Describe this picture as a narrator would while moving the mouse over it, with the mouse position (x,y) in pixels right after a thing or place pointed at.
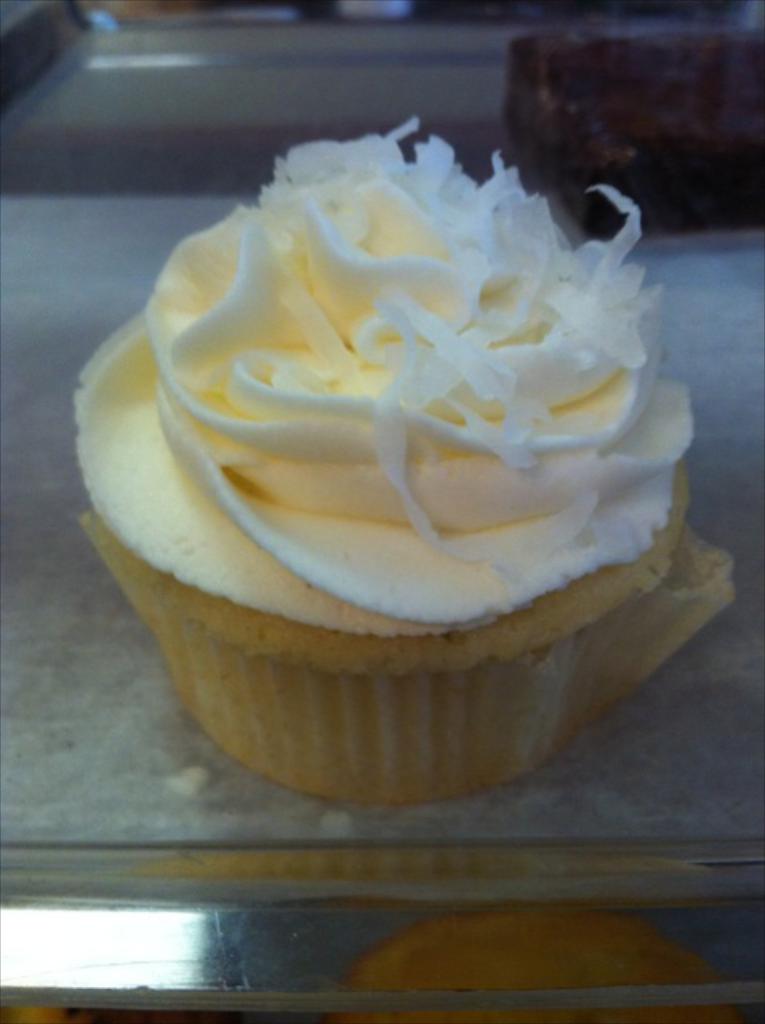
In the middle of this image (499,531), there is a cupcake (442,535) in a cup (579,656). This cup (501,665) is placed on a surface (44,347). And the background (715,18) is blurred.
